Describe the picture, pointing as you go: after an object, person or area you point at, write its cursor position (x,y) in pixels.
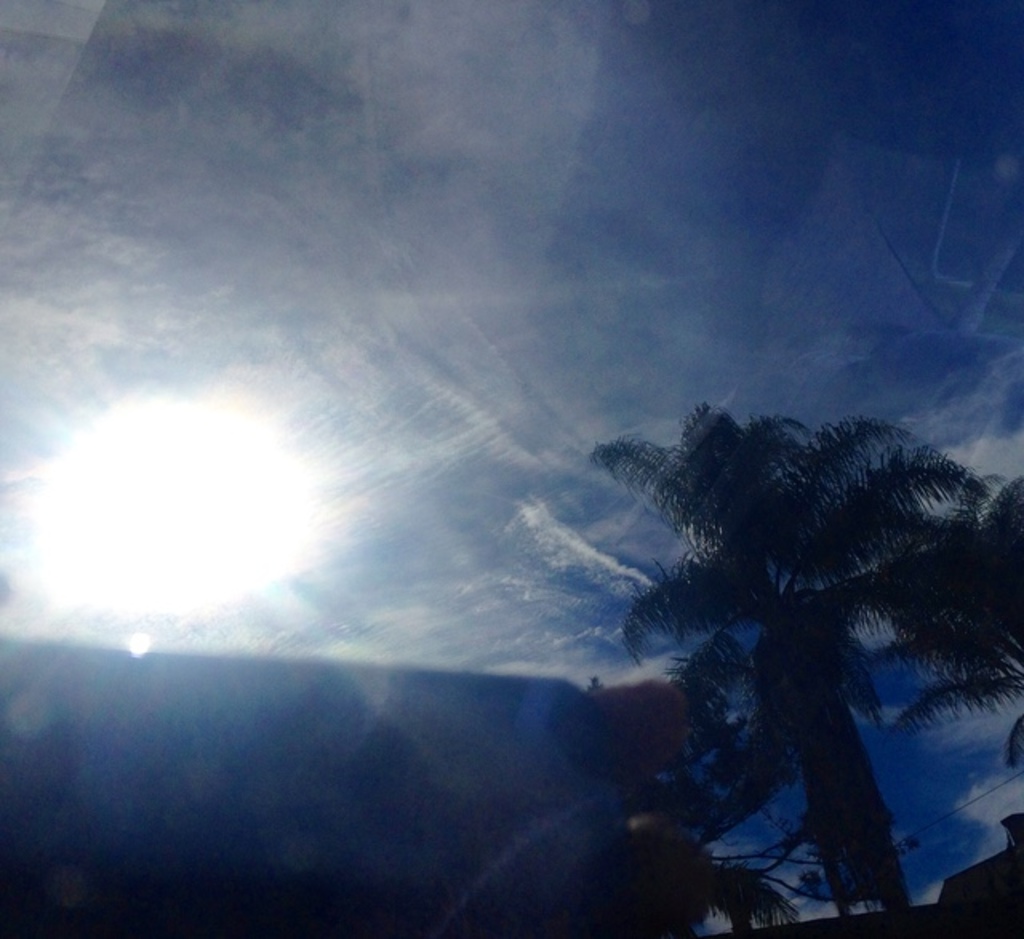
There are trees (858,653) at the bottom of this image (766,831), and there is a sky (593,306) in the background (566,320). It seems like a sunlight (177,430) as we can see on the left side of this image (214,548).
